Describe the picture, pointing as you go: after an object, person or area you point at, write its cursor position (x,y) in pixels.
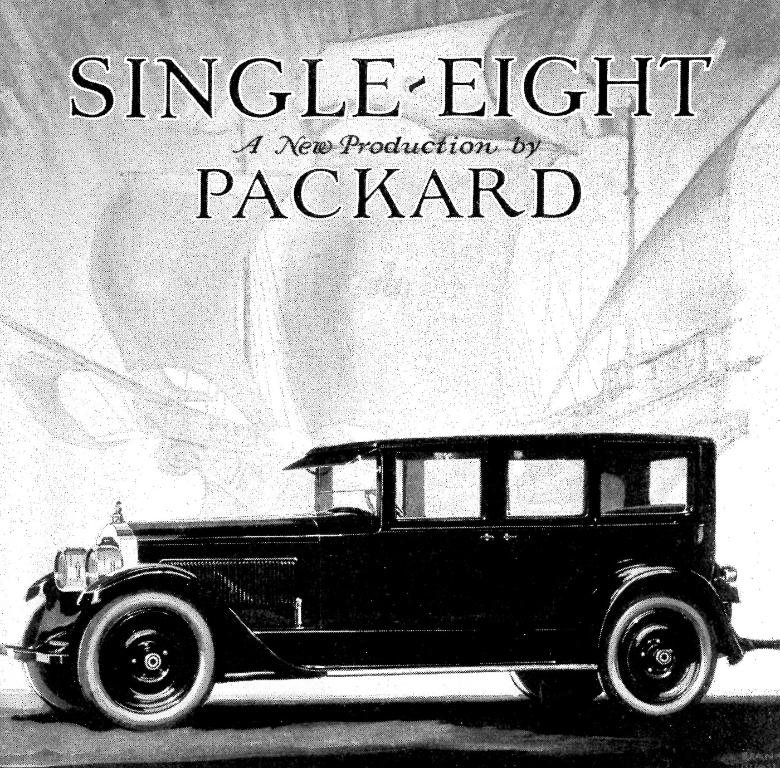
In this image we can see poster (346,595) on which there is black color car (380,613) and some text (425,192) is written on it and in the background of the image (394,402) we can see sailing ships (421,329).
